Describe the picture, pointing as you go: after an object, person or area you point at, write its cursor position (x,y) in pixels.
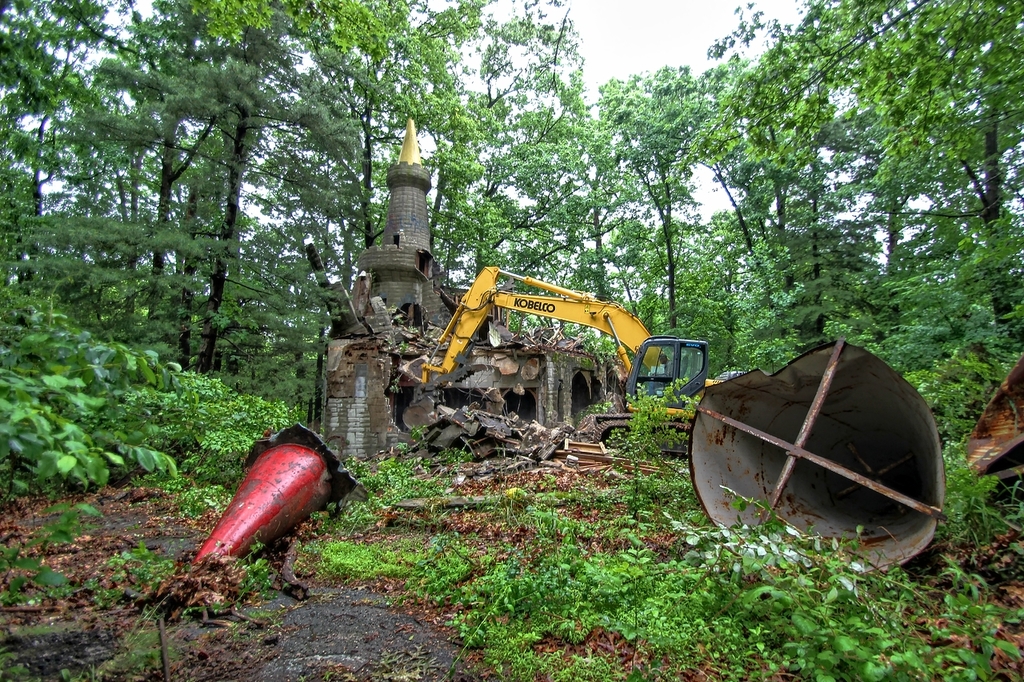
In this image we can see a vehicle (425,400) destroying a building (388,402). In the vehicle (634,383) we can see a person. Around the vehicle (677,352) we can see a group of plants (303,417) and trees (235,253). In the foreground (792,485) we can see few objects (833,502). At the top (596,15) we can see the sky (582,29).
